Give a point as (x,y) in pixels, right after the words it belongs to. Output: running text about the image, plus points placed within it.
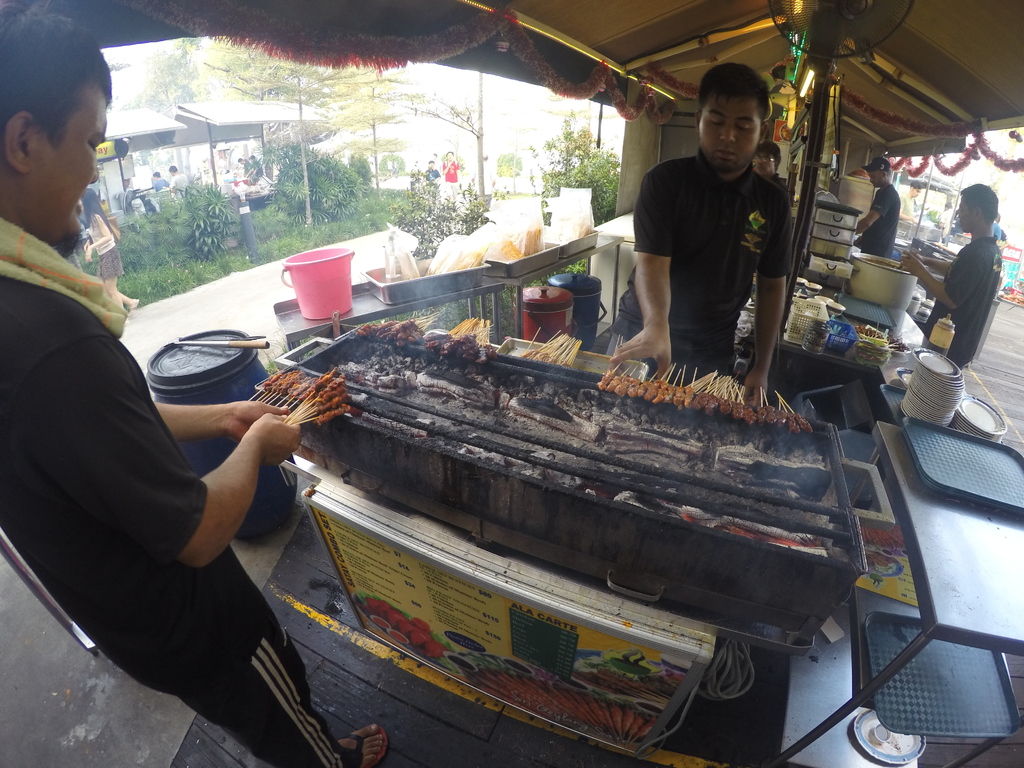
There are few people (629,305) standing. I can see trays (956,478), plates (944,394), bowls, utensils (858,281) and few other things (853,211) are placed on the table (950,529). This looks like a stove (355,396). These are the food items (323,380), which are being cooked. This looks like a menu board (377,570). I can see a barrel (239,389), which is closed with a lid (230,352). This looks like a bucket (342,285) and the trays (485,269), which are placed on the other table (373,297). These are the trees (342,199) and bushes (329,198). I can see few people (174,171) sitting. This looks like a tent (916,89).
